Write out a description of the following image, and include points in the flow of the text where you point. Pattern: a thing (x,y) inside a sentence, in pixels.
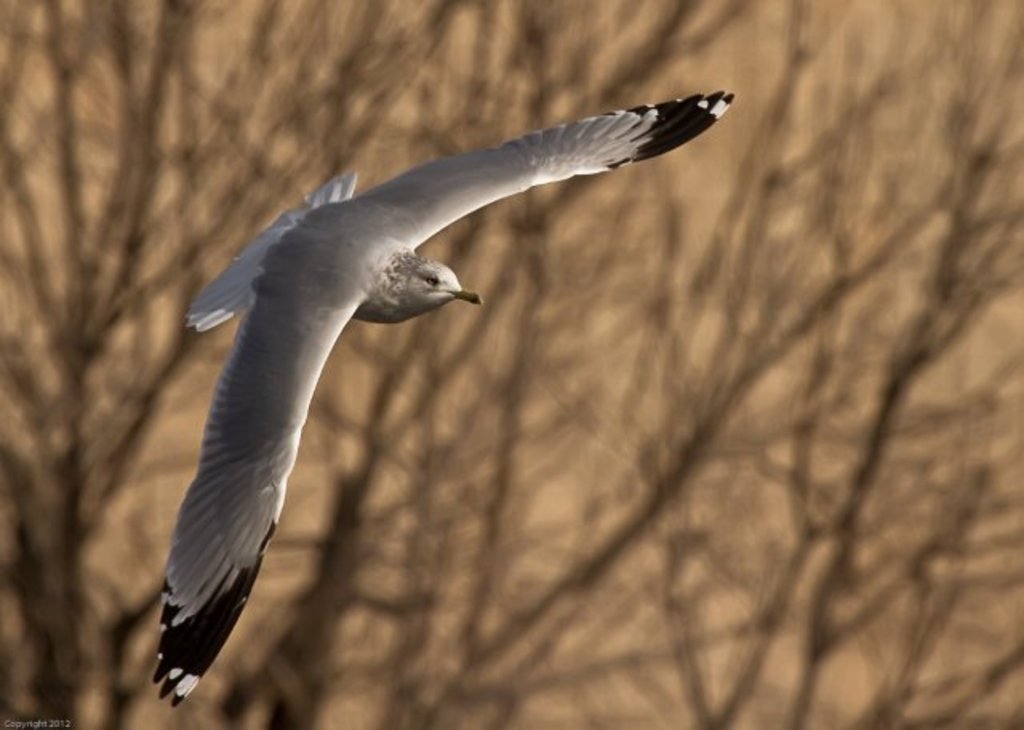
In this picture there is a bird (367,257) flying and the bird (378,283) is in grey and in black color. At the back (415,402) there are trees (473,427). At the bottom left (45,728) there is text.
